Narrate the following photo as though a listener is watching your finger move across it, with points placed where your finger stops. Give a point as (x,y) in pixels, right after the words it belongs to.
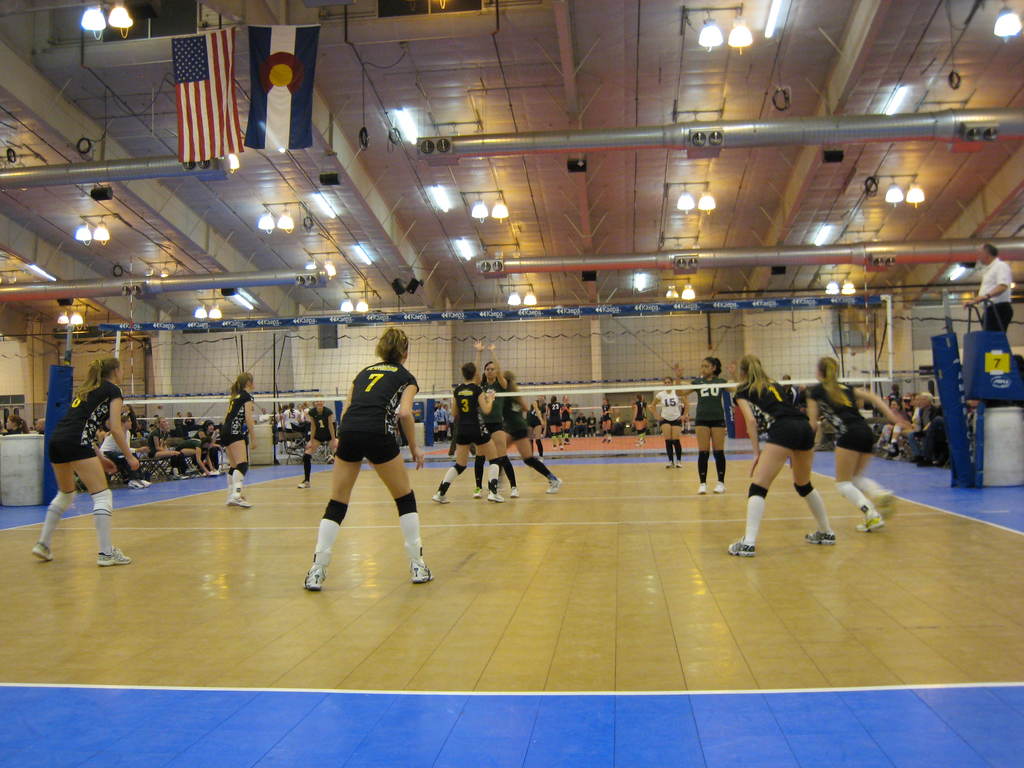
In this image in the center (442,495) there are some persons (240,422) standing, and they are playing something. And in the center (622,353) there is net (145,336), and at the bottom (375,664) there is floor (234,618). And in the background (33,429) there are a group of people (925,440) who are sitting and watching the game. At the top (709,108) there is ceiling (616,153), poles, lights (108,229) and flags (205,114).
